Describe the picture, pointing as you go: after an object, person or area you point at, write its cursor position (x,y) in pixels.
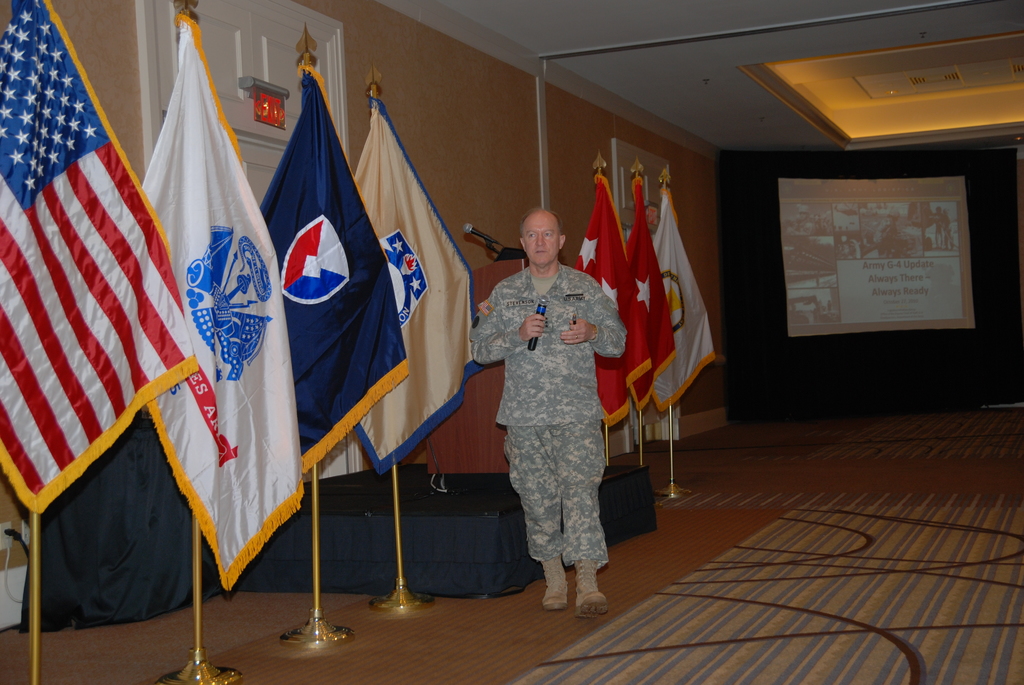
In this image there is a person (554,404) with uniform (556,372) holding a mike (536,338) and standing on the floor (565,613). In the background (206,346) there are many flags (592,257). Screen (864,248) is also visible in this image. At the top (828,60) there is ceiling (846,81).
